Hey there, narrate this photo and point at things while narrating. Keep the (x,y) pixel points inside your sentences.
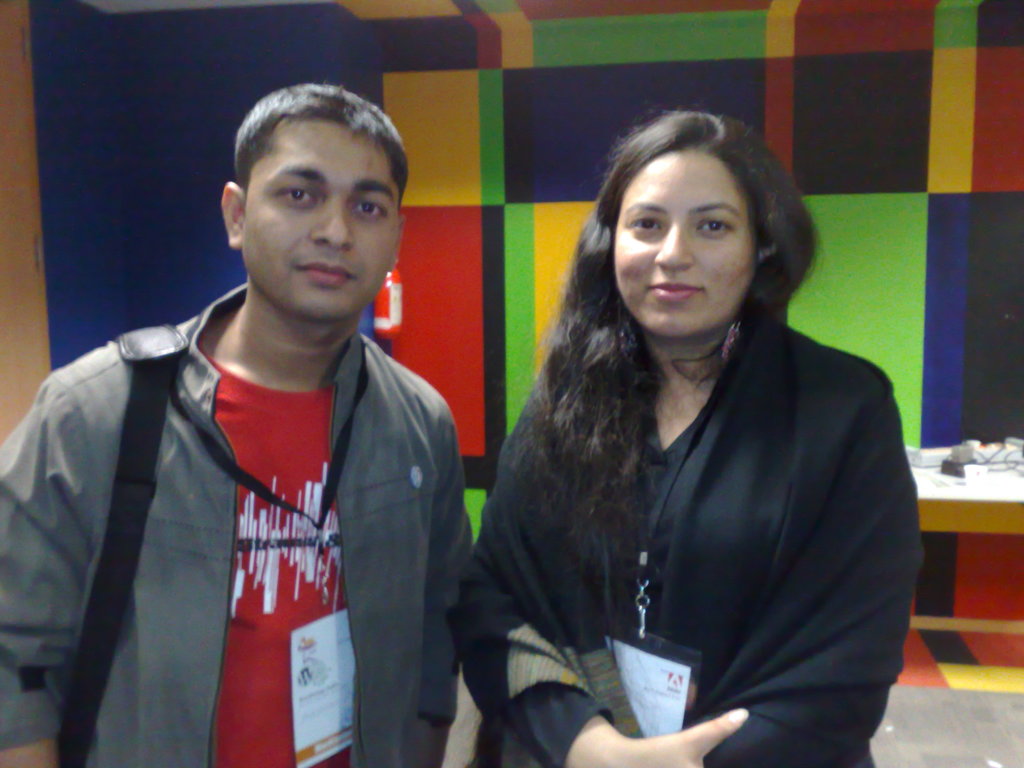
In this image in the foreground (267,396) there is one man (271,447) and one woman (678,541) standing, and man (165,510) is wearing bag (153,390). And in the background (468,220) there is wall (987,387), table (957,487). On the table (968,495) there are some objects (957,469) and there is cylinder (392,321) in the center (387,289), at the bottom (913,723) there is floor (926,697).
